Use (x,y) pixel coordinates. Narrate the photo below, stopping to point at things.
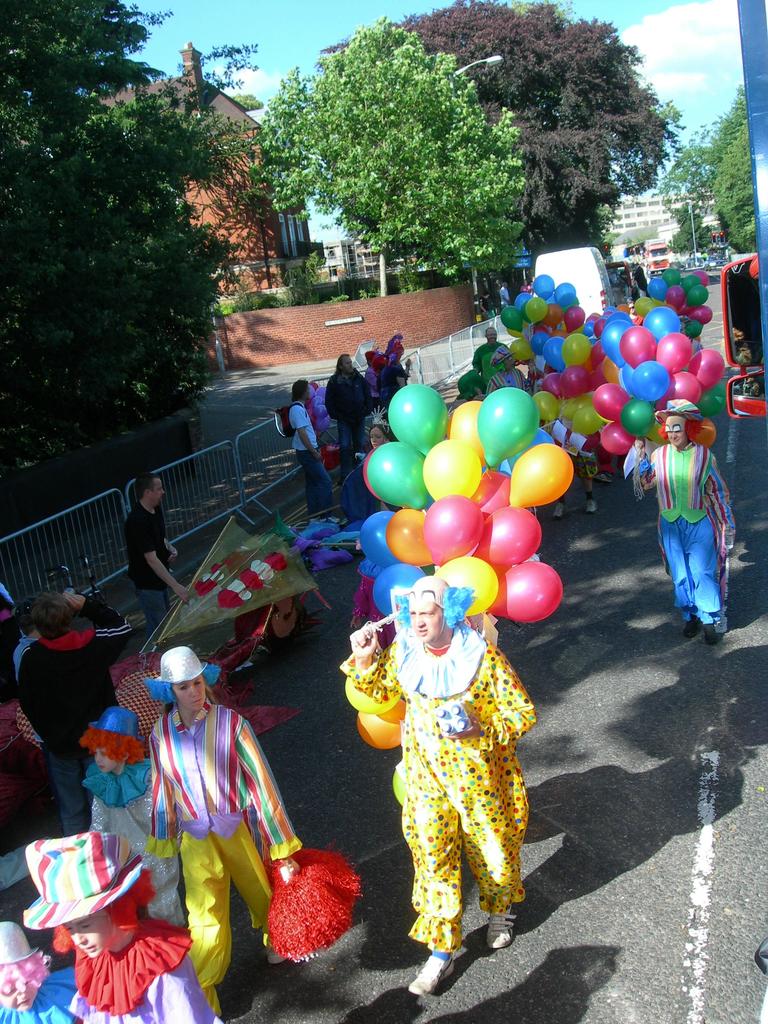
Few people (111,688) are walking and few people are standing and these two people (405,647) holding balloons (521,433) and this person (475,746) holding an object (295,909). We can see fence (455,376). In the background (115,203) we can see trees (525,52), buildings (270,269), light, vehicles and sky (684,121).
